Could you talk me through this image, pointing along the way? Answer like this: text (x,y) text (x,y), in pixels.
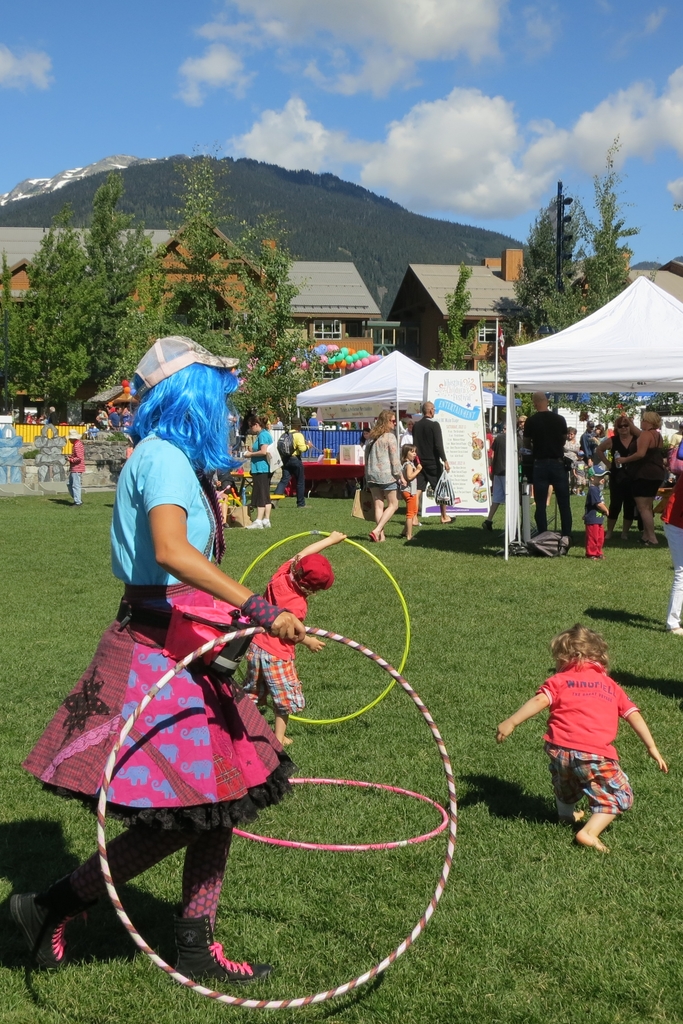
In this image we can see there are people (625,473) walking on the ground (44,504) and there are two people (309,563) with an object (357,544). And there are trees (263,383), buildings (496,265), grass (319,600), banner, pillars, balloons (294,361), tents (322,393) and a few objects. And there is the cloudy sky (471,132) at the top (505,198).
